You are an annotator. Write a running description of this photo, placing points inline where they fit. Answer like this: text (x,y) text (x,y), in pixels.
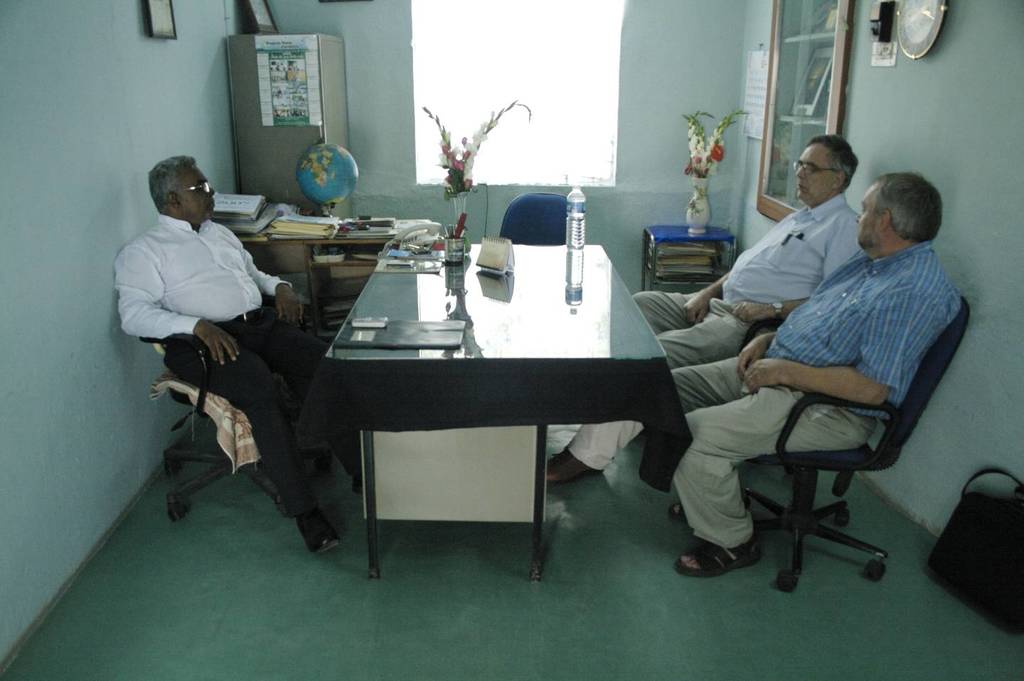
There are three person (230,283) sitting on chairs (790,416). There is a table (486,335). On the table (586,265) there is a bottle (567,214), flower vase (464,191), box (464,248), calendar (512,254), telephone (428,238), a file (396,331) and a mobile (368,320). In the background (81,102) there is a wall (944,112). On the wall (929,153) there is a clock (903,48), cupboard (796,79). A small table (697,243) with a flower vase (689,230). Globe (315,181) is on the table (327,239). Some books (313,228) are kept on the table (341,241). There is a shelf (247,108) in the background (267,78). There is a bag (978,547) on the floor (919,549).
